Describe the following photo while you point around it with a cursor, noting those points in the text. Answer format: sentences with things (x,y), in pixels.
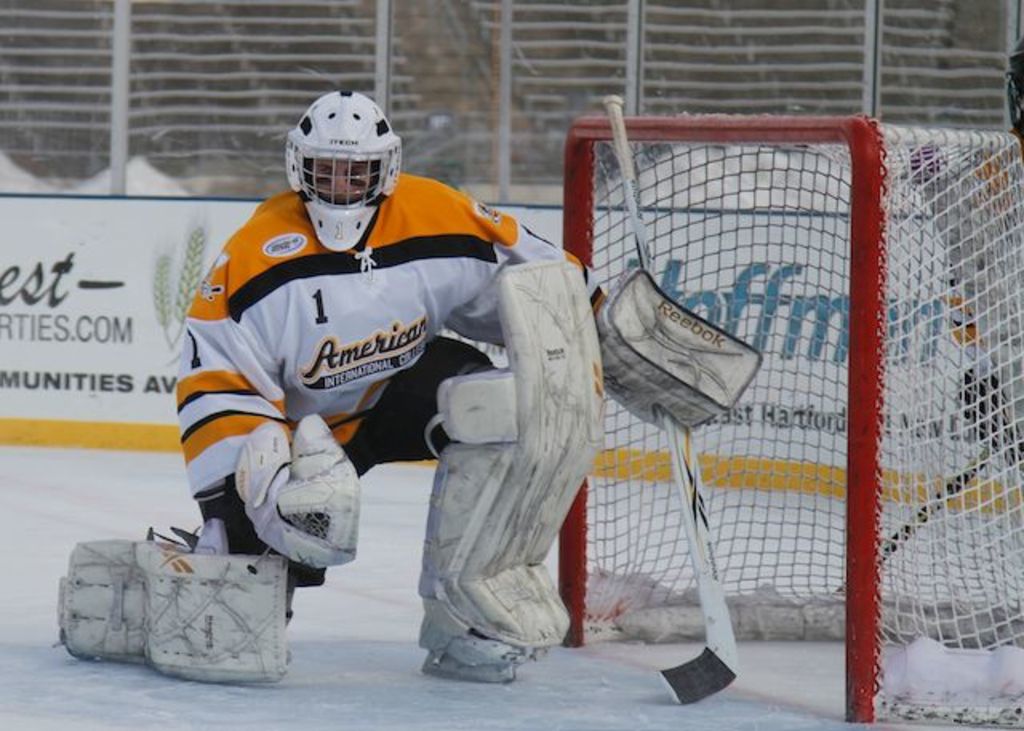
In this image we can see a person (534,274) kneeling on the floor (152,496) and a sports net (817,391) beside him. In the background (119,387) we can see an advertisement (143,213).
